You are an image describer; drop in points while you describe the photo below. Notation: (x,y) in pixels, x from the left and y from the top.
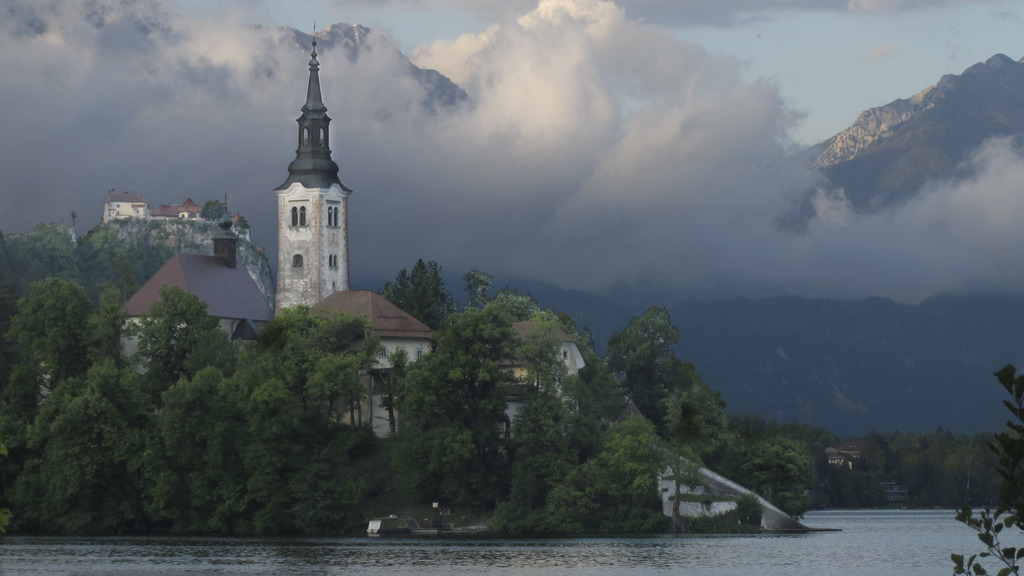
There are buildings (206,293) and trees (439,407), this is water (756,551) and a sky (722,174).
